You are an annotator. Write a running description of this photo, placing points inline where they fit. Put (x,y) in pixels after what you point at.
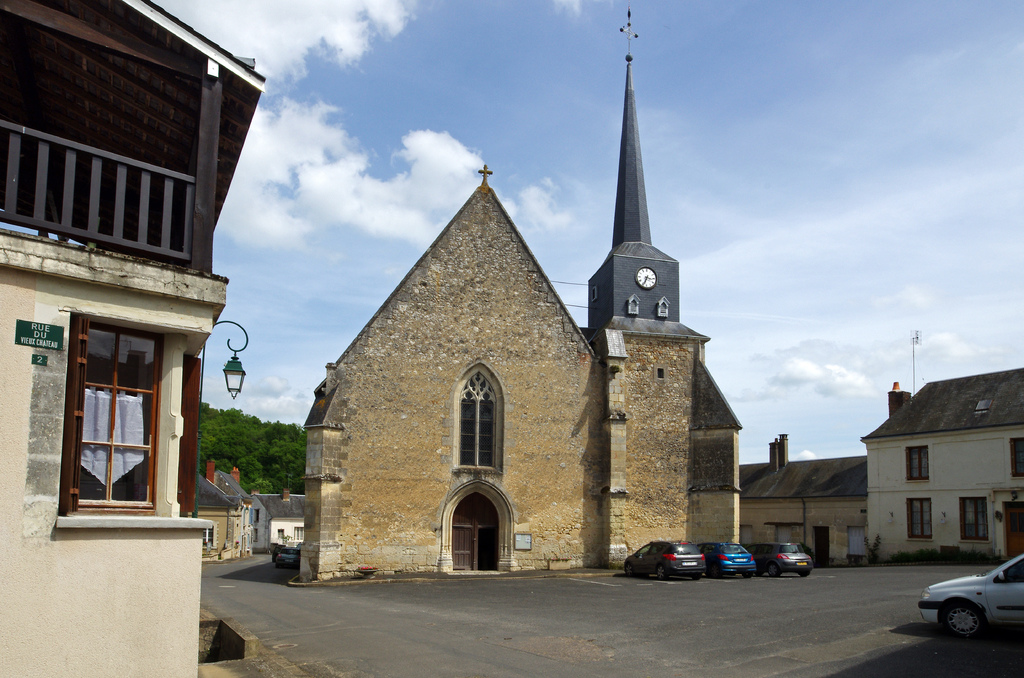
In the image we can see there is a clock tower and church (325,514) in the middle (402,441) and there are lot of buildings (173,449) in the area (535,360). There are cars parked on the road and behind there are trees (235,437).
